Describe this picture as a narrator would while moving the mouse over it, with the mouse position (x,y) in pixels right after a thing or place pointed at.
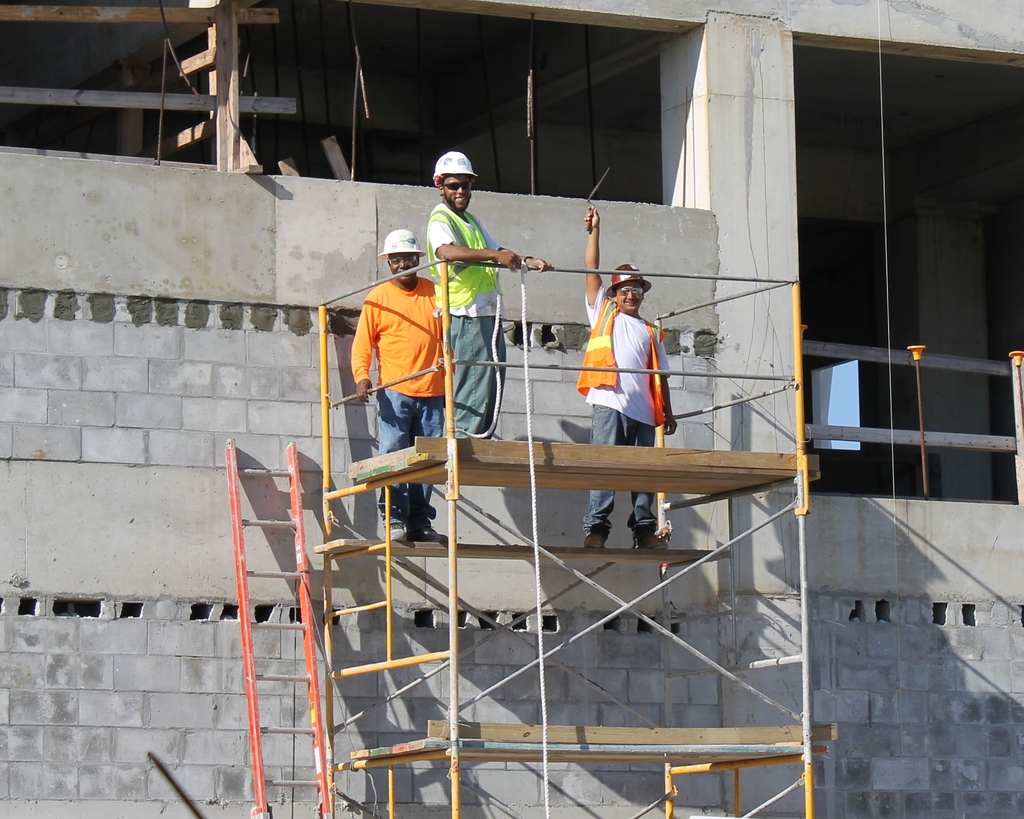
In this picture I can see there are three people (474,305) standing and there is a building (834,130) constructed in the backdrop (649,694).
